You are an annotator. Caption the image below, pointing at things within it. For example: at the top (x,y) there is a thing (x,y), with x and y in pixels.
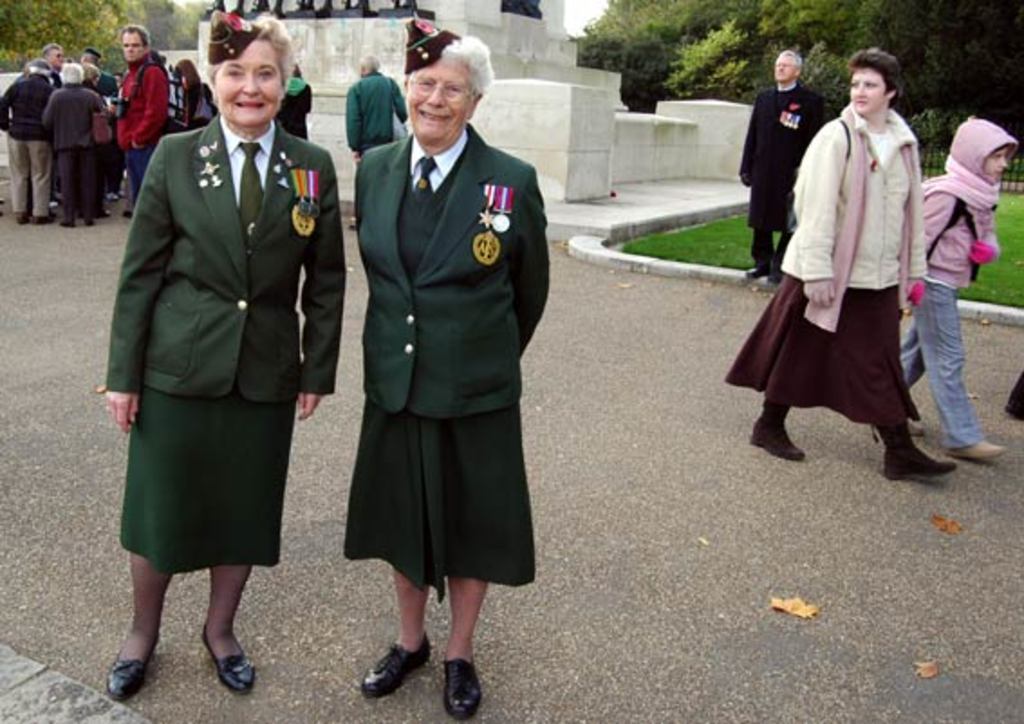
In this image we can see there are a few people (332,317) standing and few people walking on the ground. And at the back (349,38) it looks like a wall (364,39) and we can see the black color objects (323,8). There are trees (656,39) and grass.
